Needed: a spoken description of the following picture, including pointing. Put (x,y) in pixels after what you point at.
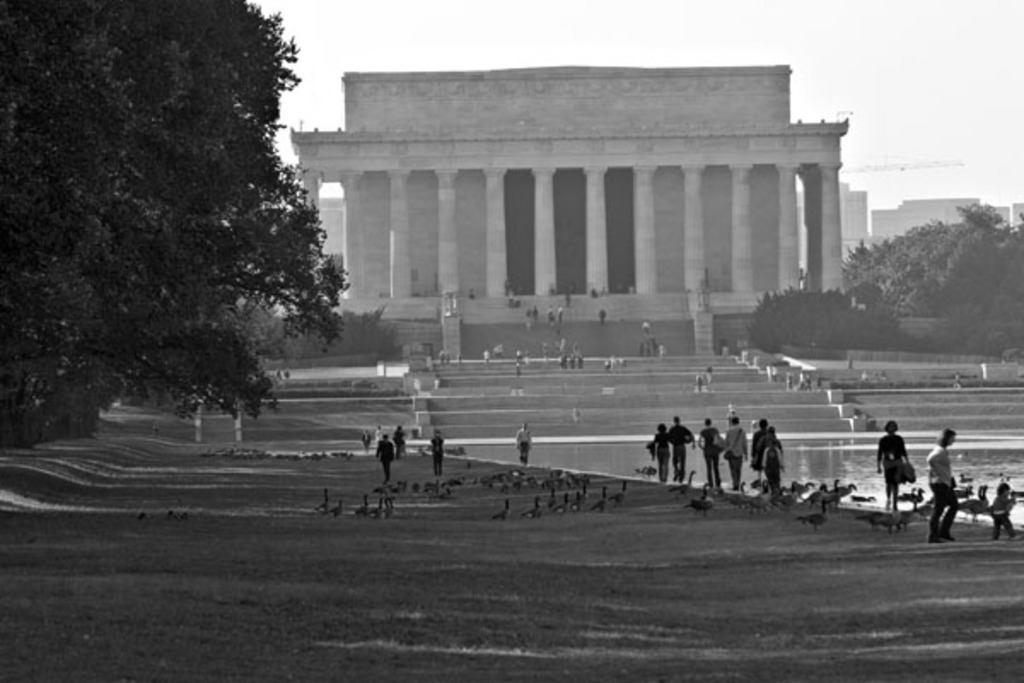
This is a black and white image, in this image there is a garden (695,525), on that there are people (951,509) walking and there are ducks (617,496), beside that there is a pond (490,447) in that there are ducks (969,502), in the background (212,396) there is a building (796,247), trees (938,327) and the sky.
